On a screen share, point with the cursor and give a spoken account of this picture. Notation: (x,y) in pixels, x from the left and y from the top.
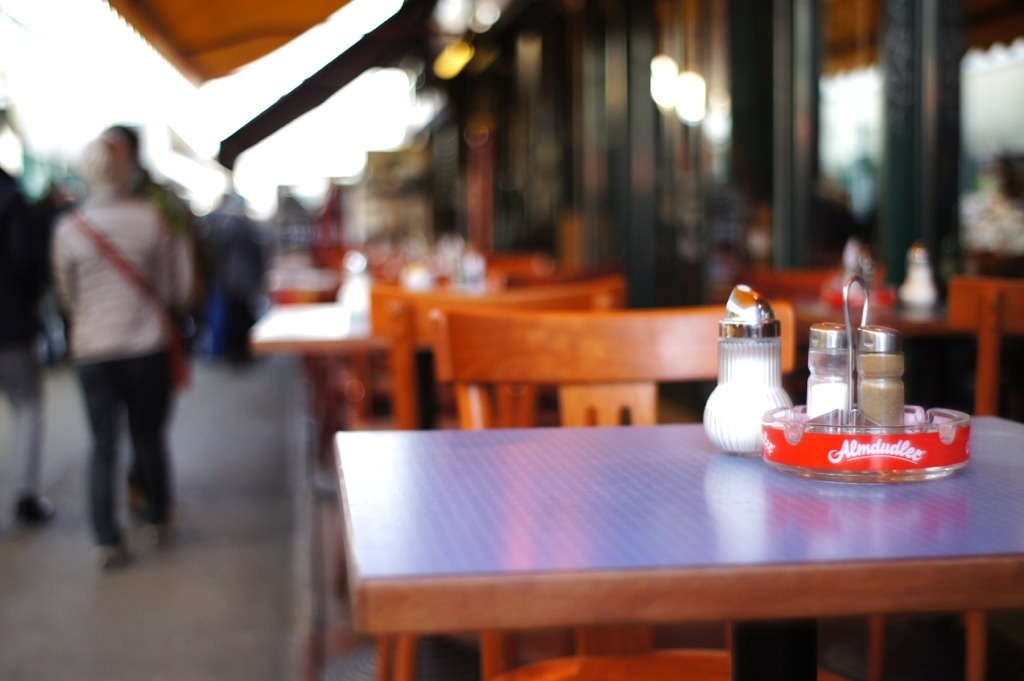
In this image, we can see people (88,323) wearing clothes (102,378). There are tables (531,545) and chairs (443,314) in the middle of the image (625,352). There are salt and pepper bottles (844,377) in a tray (913,408). There is an another bottle (775,375) on the table (517,496).
